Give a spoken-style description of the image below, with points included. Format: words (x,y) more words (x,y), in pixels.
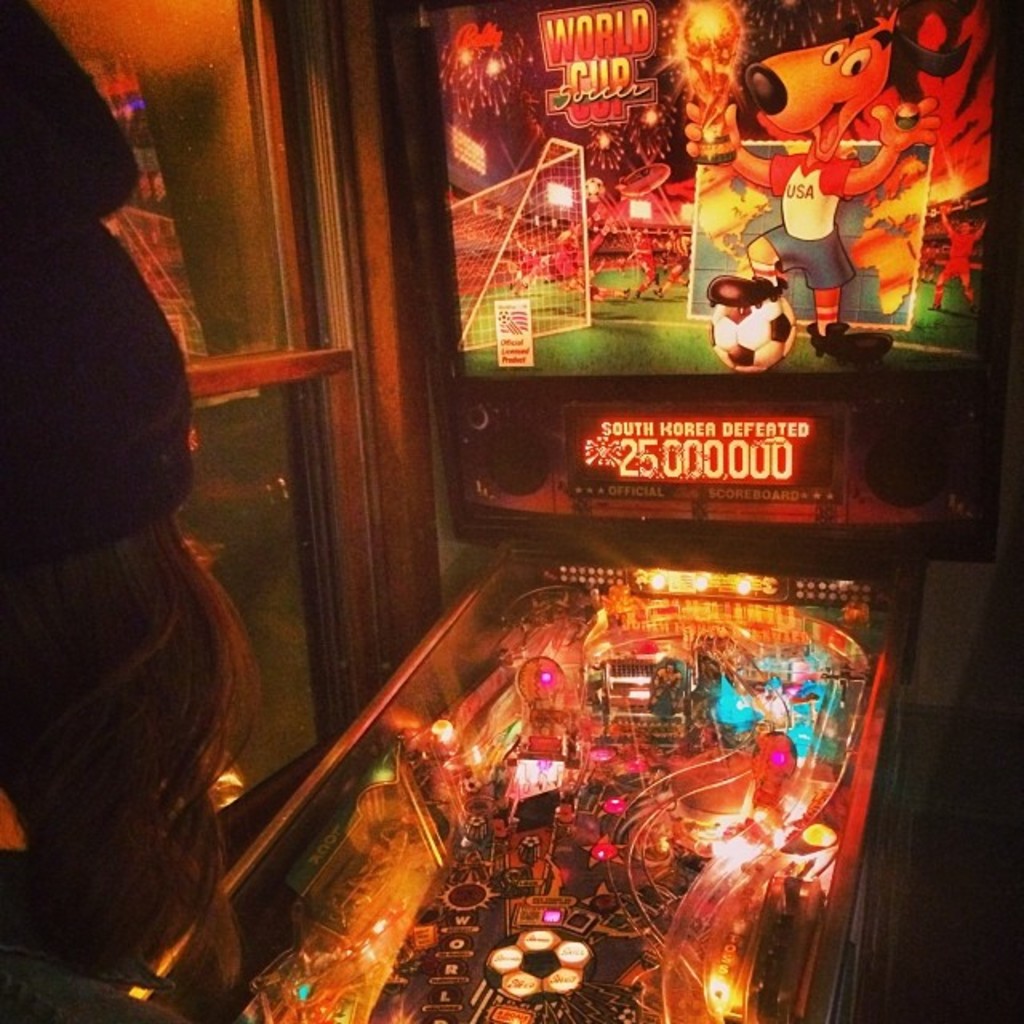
In the picture I can see an LED screen display board (642,417) on the right side (920,320). I can see the glass display box (784,890) on the floor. There is a woman (104,601) on the left side (136,623) though her face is not visible. I can see the glass window (216,311) on the left side (274,352).
